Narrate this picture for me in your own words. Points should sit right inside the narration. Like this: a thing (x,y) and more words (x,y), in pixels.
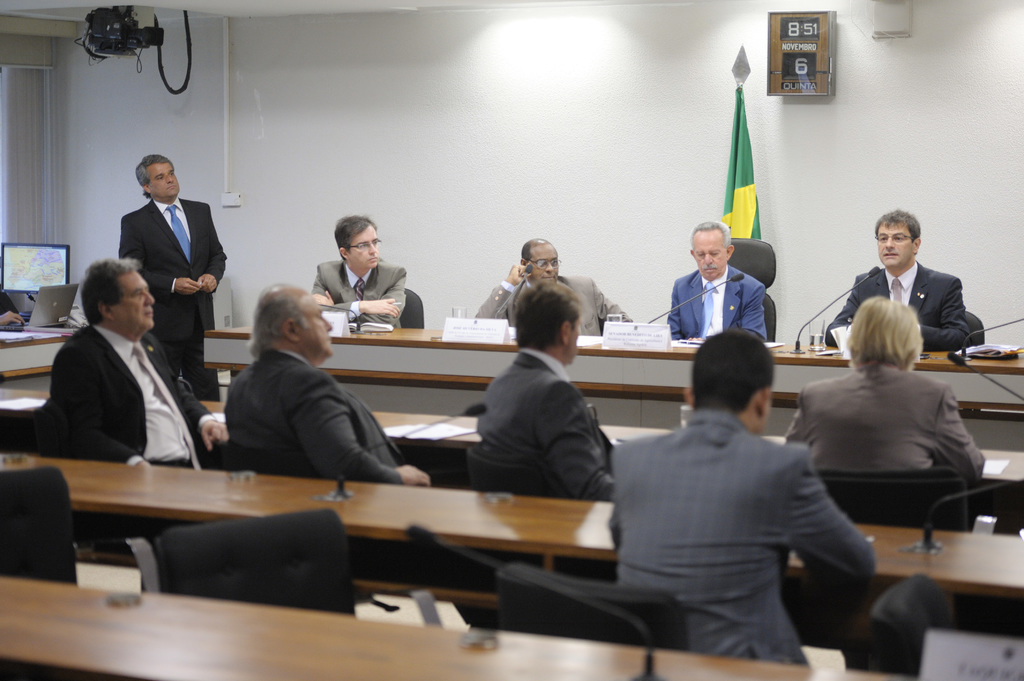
This picture shows a group of people (928,318) seated on chair (295,533) and we see papers (419,434) and microphones (480,407) on the table (628,359) and we see a man (147,274) standing and we see a monitor (32,289) and a laptop (50,290) on the table (5,347) and we see a flag (745,168) on the back (756,233).
